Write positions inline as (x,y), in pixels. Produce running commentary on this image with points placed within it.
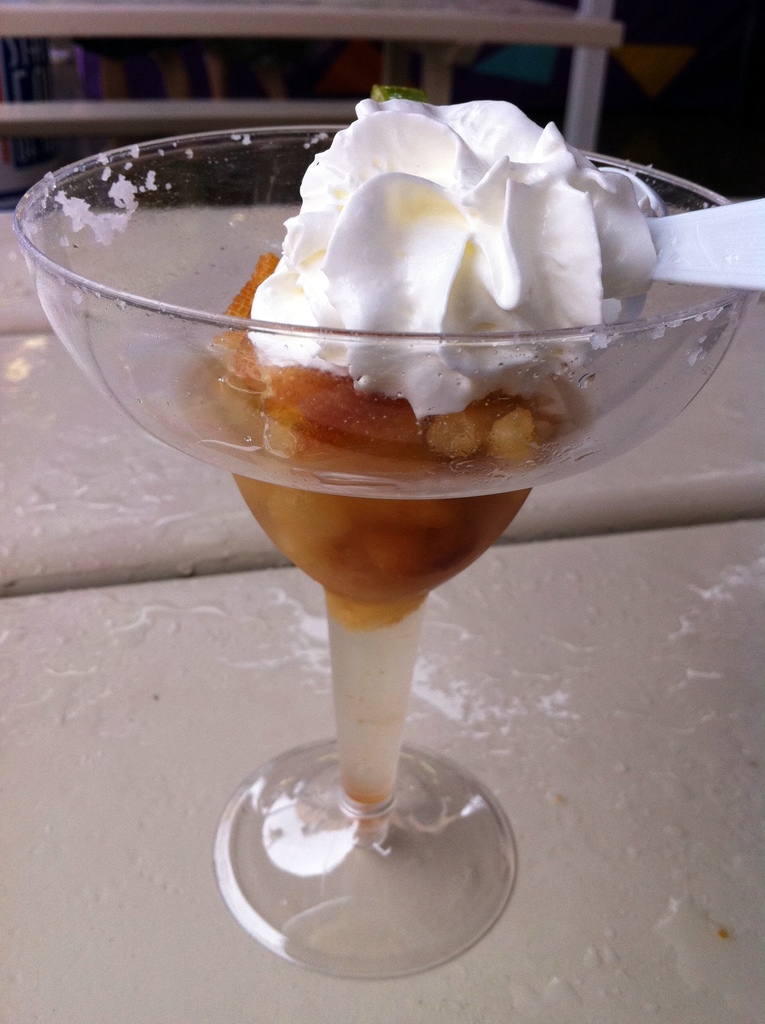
It is an ice cream (466,414), there is a white color spoon (668,238) it.
